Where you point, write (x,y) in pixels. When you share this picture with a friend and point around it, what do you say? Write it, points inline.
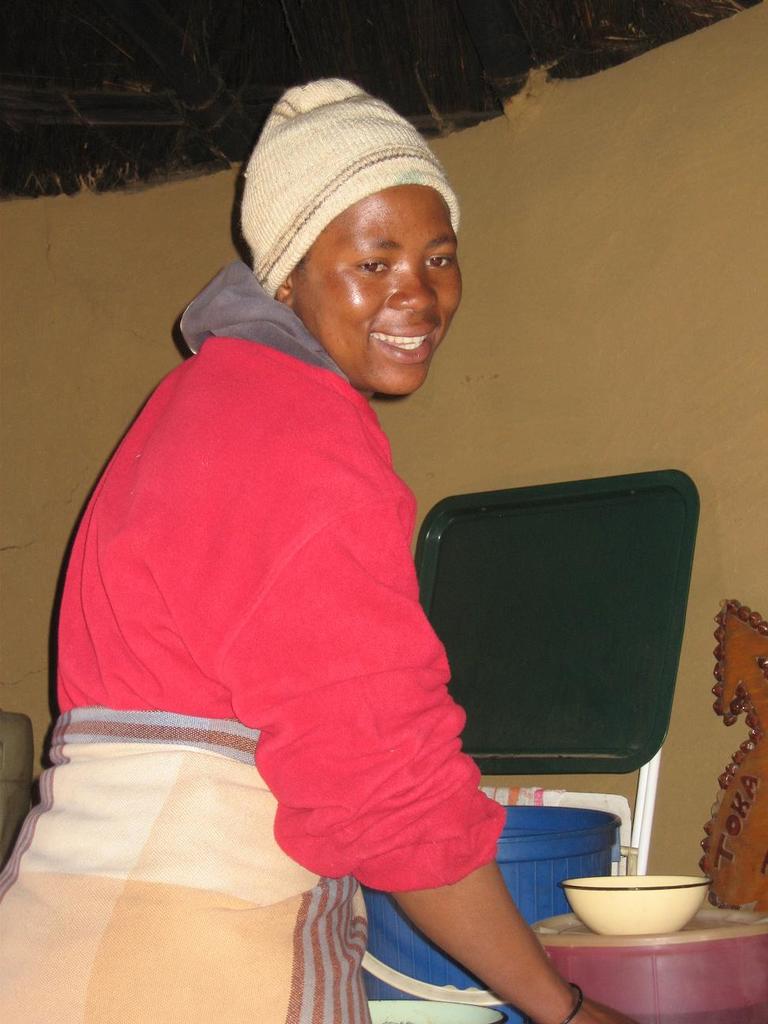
In the image we can see a person (253,718) standing, wearing clothes (245,321) and a cap (242,225). Here we can see a bowl (593,907), plastic objects (607,851) and the wall (585,318).
